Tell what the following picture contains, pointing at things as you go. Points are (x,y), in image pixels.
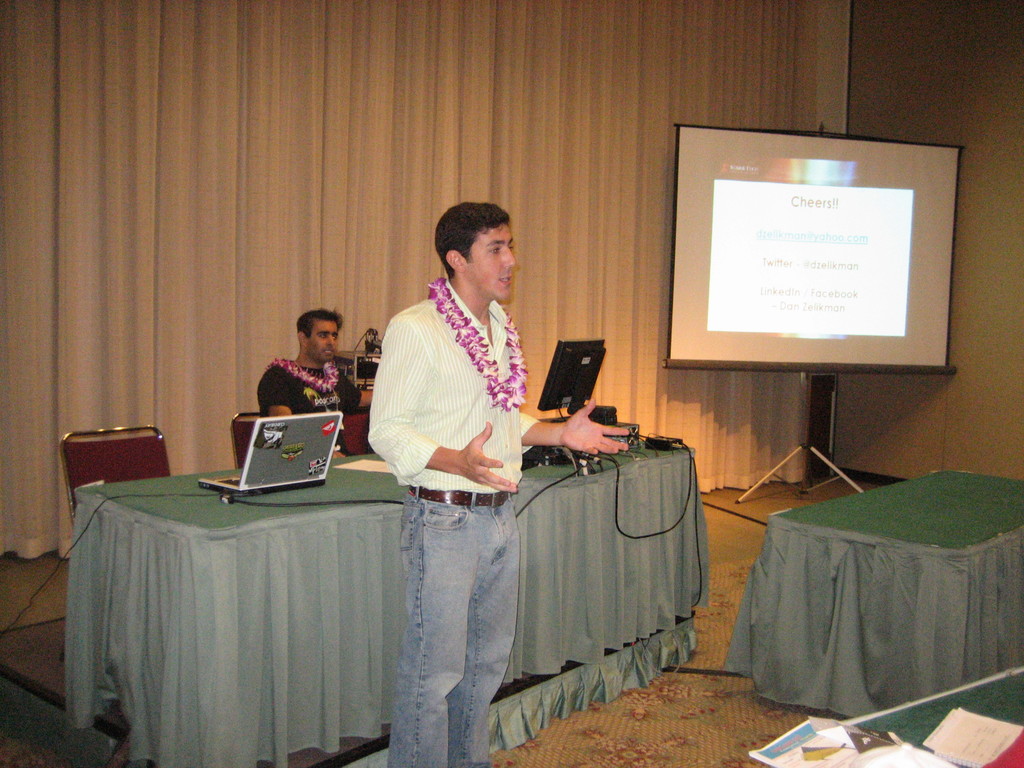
A person (469,610) is standing wearing a flower garland (478,364). Behind him there are 2 tables (295,557). On a table (255,578) there is a laptop (273,479), monitor (582,352) and wire (634,448). Behind it a person (304,338) is seated wearing a black t shirt (332,396) and a flower garland (327,379). At the back (648,95) there are curtains (625,113) and a projector display (812,251).
